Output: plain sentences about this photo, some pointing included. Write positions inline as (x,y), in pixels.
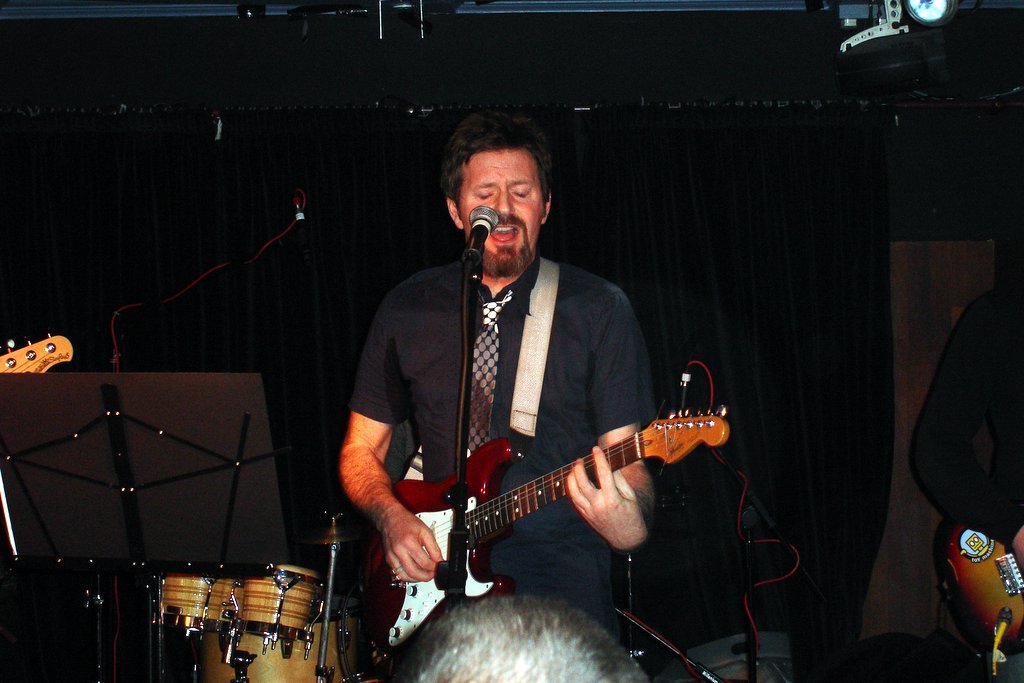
In this picture we can see man (483,366) wore tie (476,343) holding guitar (630,437) in his hand (578,463) and playing it and singing on mic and beside to him we can see other man (950,496) and on this side we can see stand (152,550), drums (196,577) and background (103,303) it is dark.
